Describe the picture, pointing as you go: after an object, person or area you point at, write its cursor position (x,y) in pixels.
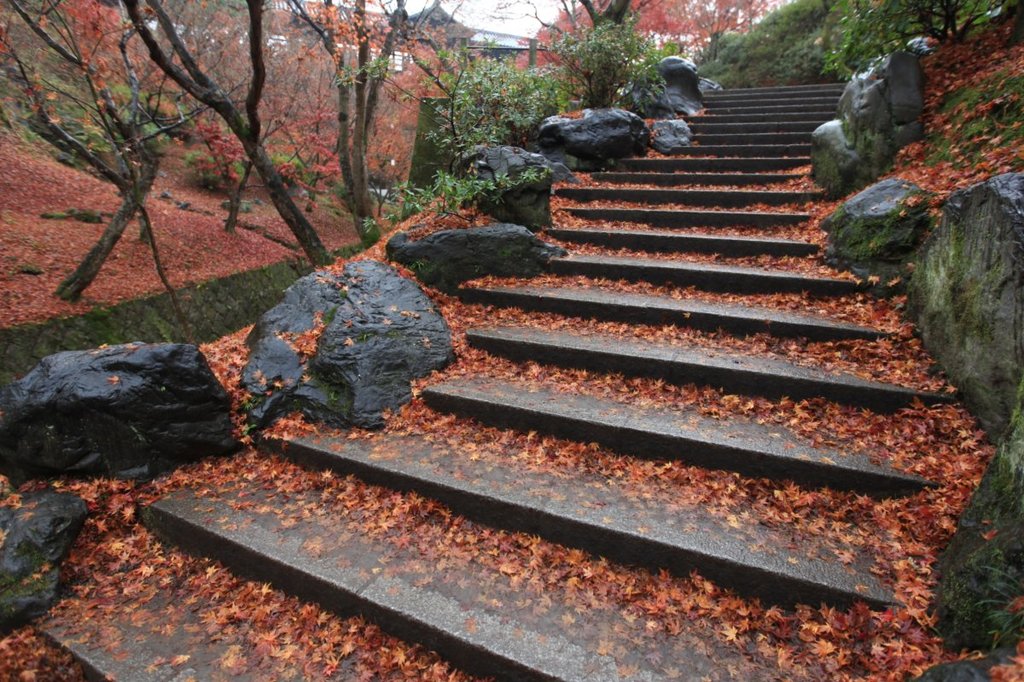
In this image we can see the stairway (741,167) in the middle of the picture (680,453) and there are some rocks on both the sides of a stairway (750,217) and we can see some leaves (97,290). We can also see some trees (86,274) and plants (745,64) and in the background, we can see some building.
